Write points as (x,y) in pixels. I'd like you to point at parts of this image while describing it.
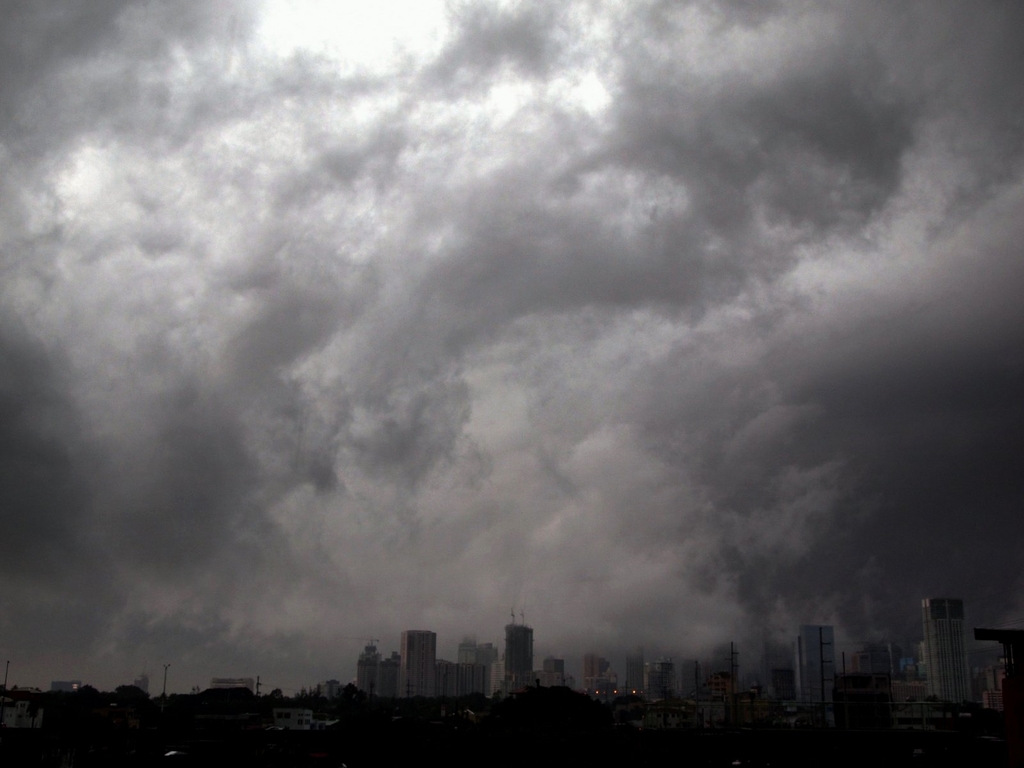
In this picture we can see few buildings (232,684) and clouds (425,385), and it is a color photography.
